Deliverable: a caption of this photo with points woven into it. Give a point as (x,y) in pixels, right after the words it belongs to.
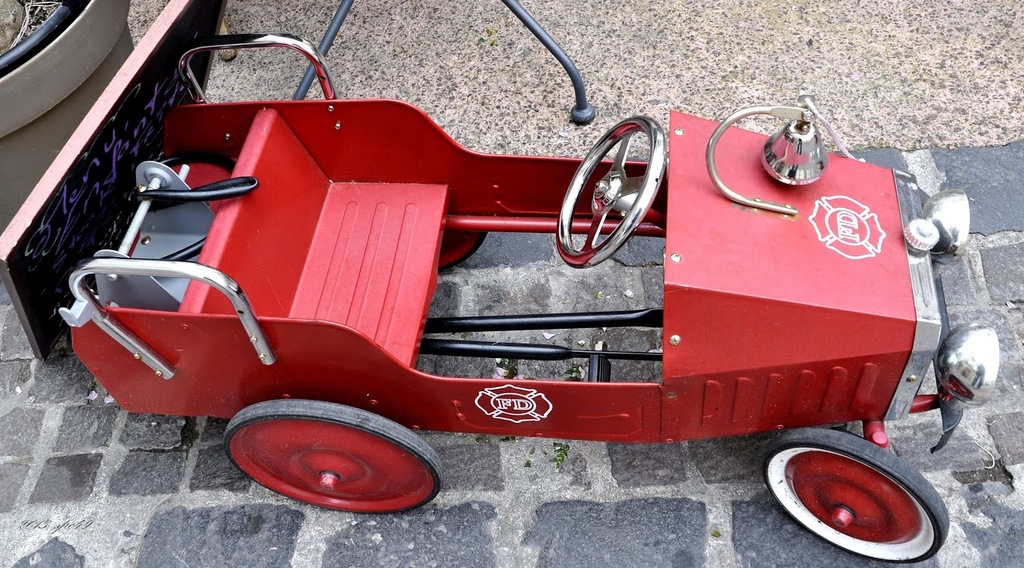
In the center of the image (389,261) a vehicle (375,249) is present. At the bottom of the image (624,531) ground (652,544) is there. On the left side of the image (118,127) board (117,101) is present. At the top of the image (559,52) a rod (569,66) is present.
